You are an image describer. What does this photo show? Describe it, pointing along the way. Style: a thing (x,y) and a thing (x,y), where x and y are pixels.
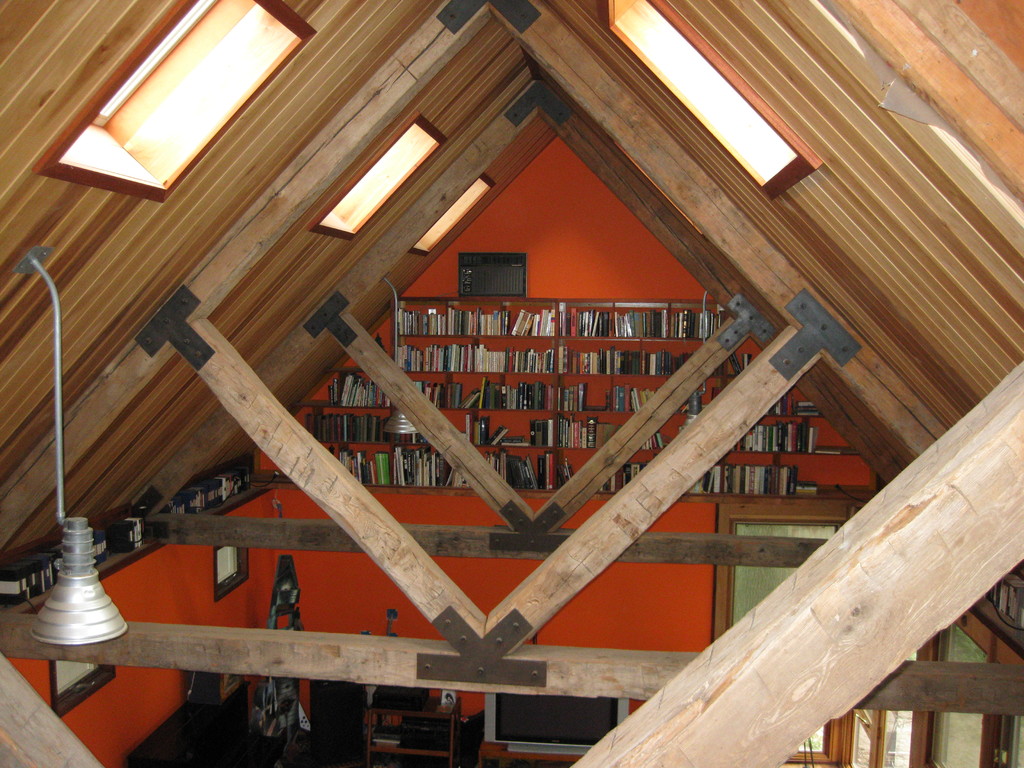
In this picture there is a beam (436,598) in the center of the image (654,478) and there is a bookshelf (487,453) in the background area of the image (600,500).
